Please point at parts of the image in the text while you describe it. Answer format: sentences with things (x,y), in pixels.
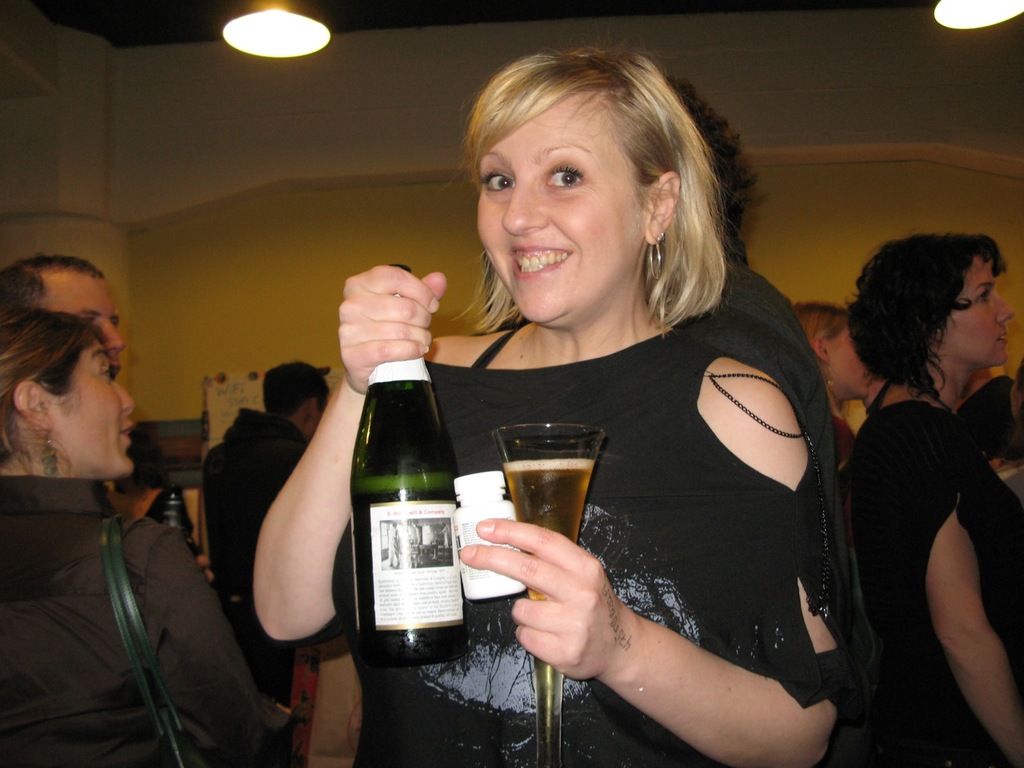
In this picture we can see a women (663,178) who is holding a bottle (416,437), and a glass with her hands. She is smiling. Here we can see some persons (878,726). On the background (282,253) there is a wall (287,157) and this is light (308,42).
